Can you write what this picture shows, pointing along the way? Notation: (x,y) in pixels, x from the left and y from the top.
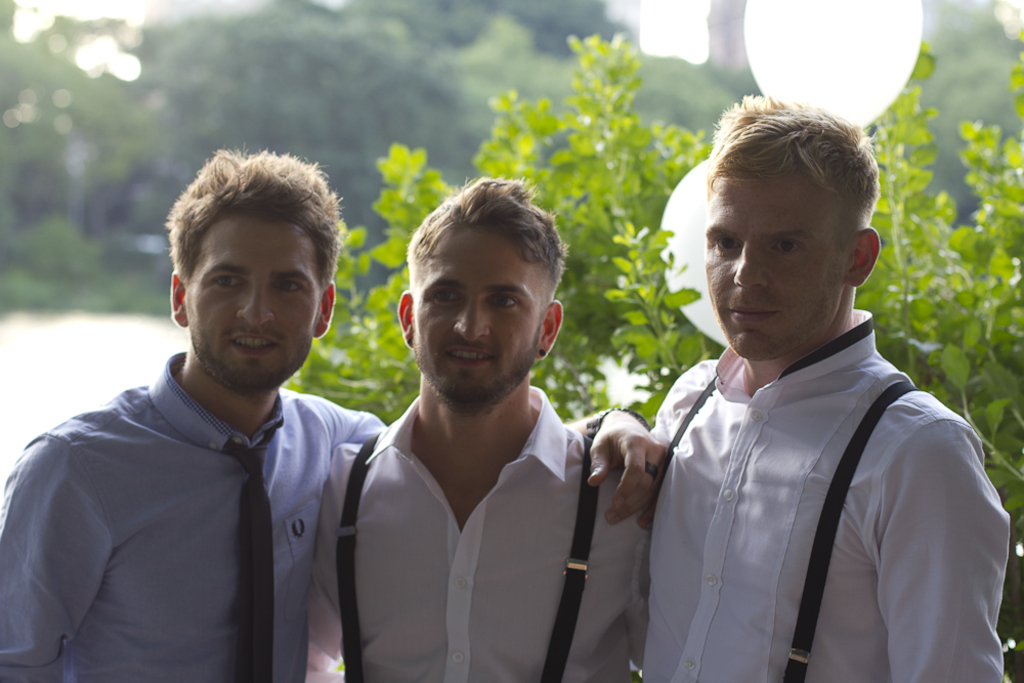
This image is taken outdoors. In the background (938,198) there are a few trees (310,113) with green leaves (555,81). In the middle of the image (586,419) three boys (326,581) are standing and they are with smiling faces (431,349).
